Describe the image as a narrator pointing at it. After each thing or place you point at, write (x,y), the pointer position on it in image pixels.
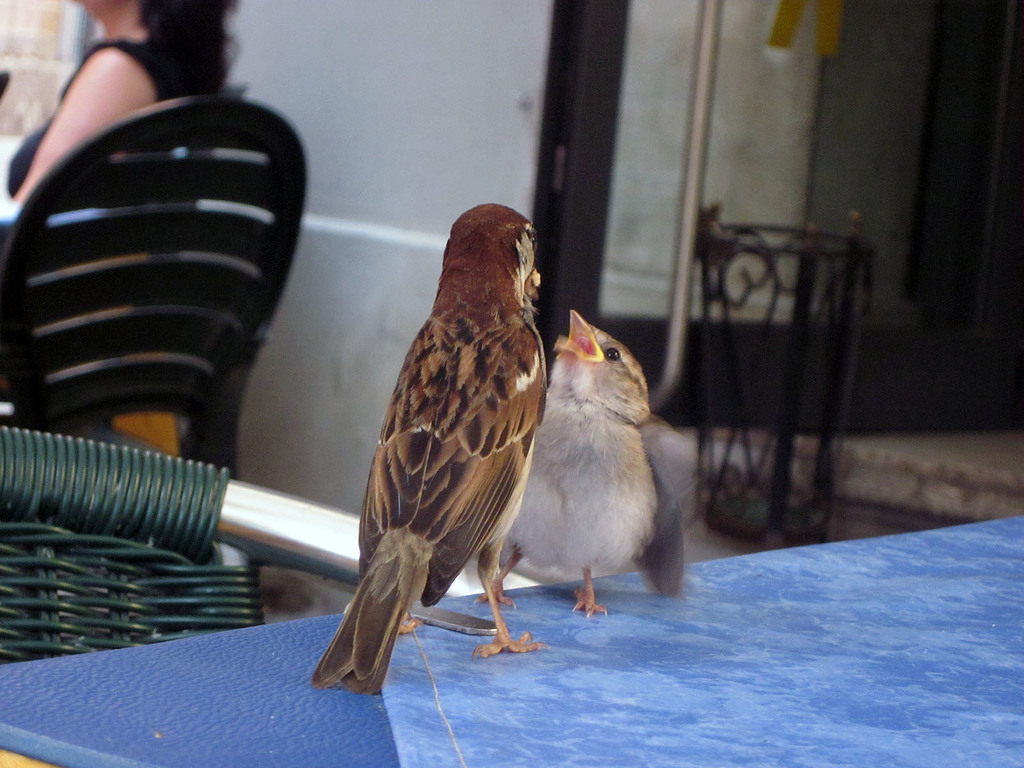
In this image in the foreground (502,615) there are two birds (495,520), at the bottom (81,694) there is a table (234,648) and chair (164,538). And in the background (138,65) there is one woman (144,37) who is sitting on a chair (168,293) and wall (357,316), pole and some objects (764,350).
